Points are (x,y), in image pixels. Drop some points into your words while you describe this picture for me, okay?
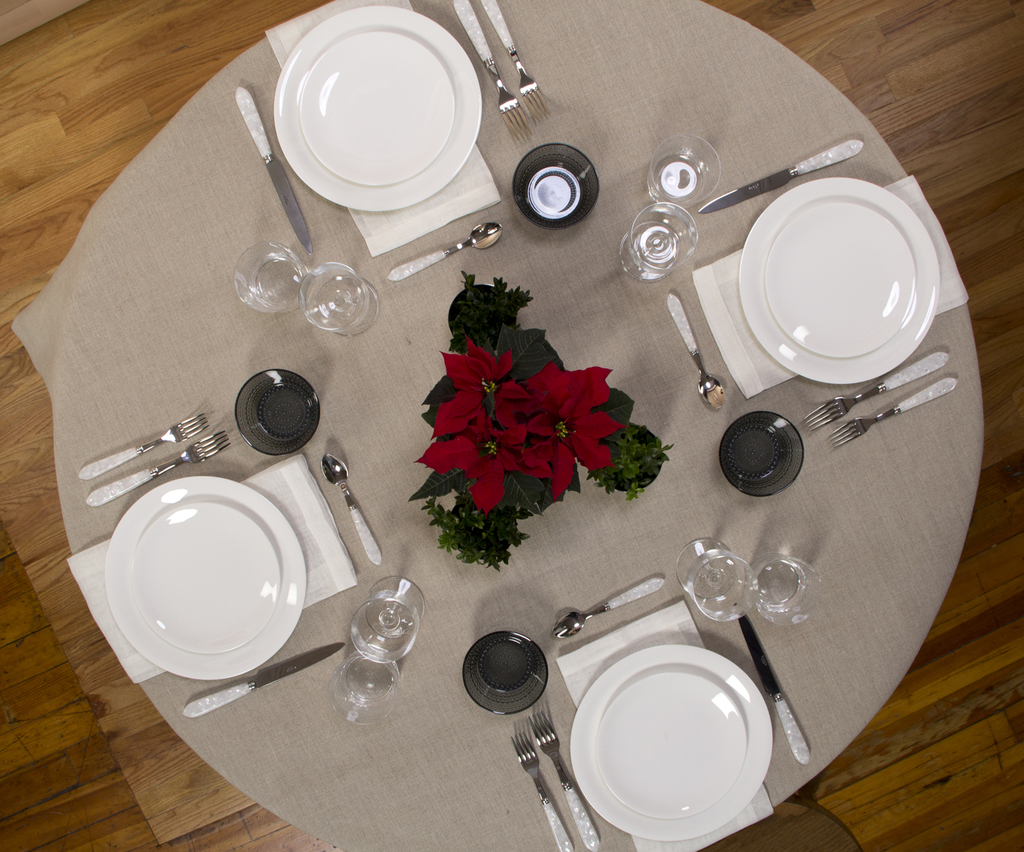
In this image in the center (597,504) there is one table (445,733) and on that table (489,753) there are plates (626,705), spoons (687,336), and forks (201,441) and tissue papers (746,351), and glasses (306,278) are there and some flowers (539,414) and three plants (489,309) are there.
